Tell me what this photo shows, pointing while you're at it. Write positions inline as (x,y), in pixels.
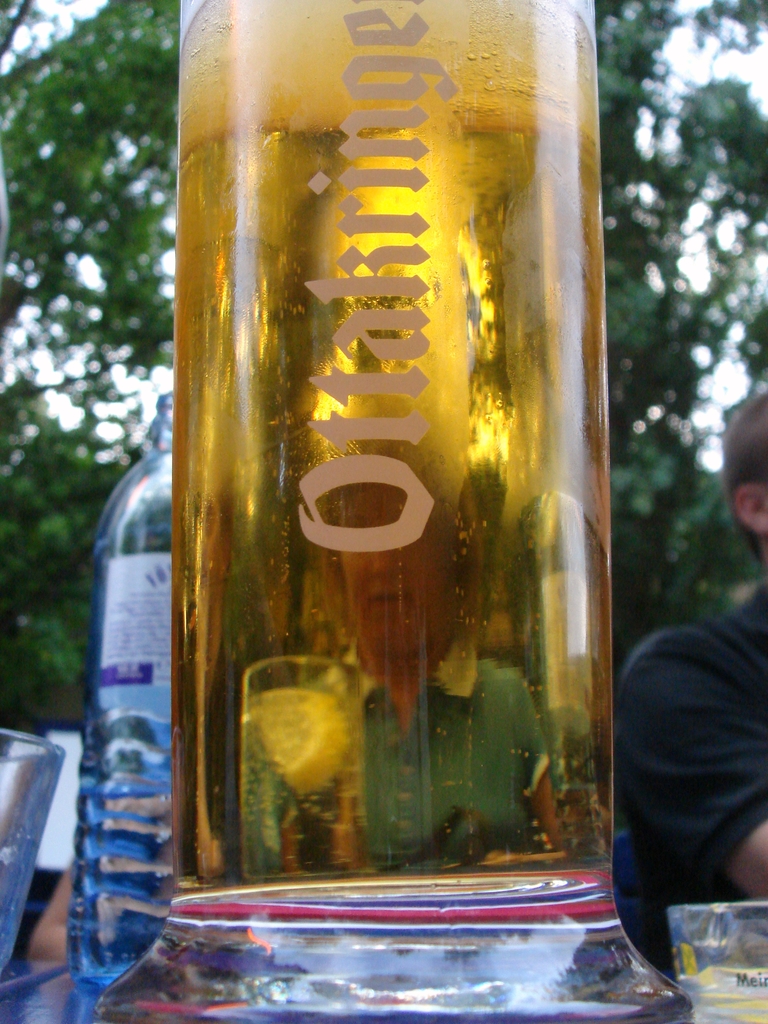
In this image there is a bottle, glass (9,914). At the back side (118,191) there is a tree (108,221).
